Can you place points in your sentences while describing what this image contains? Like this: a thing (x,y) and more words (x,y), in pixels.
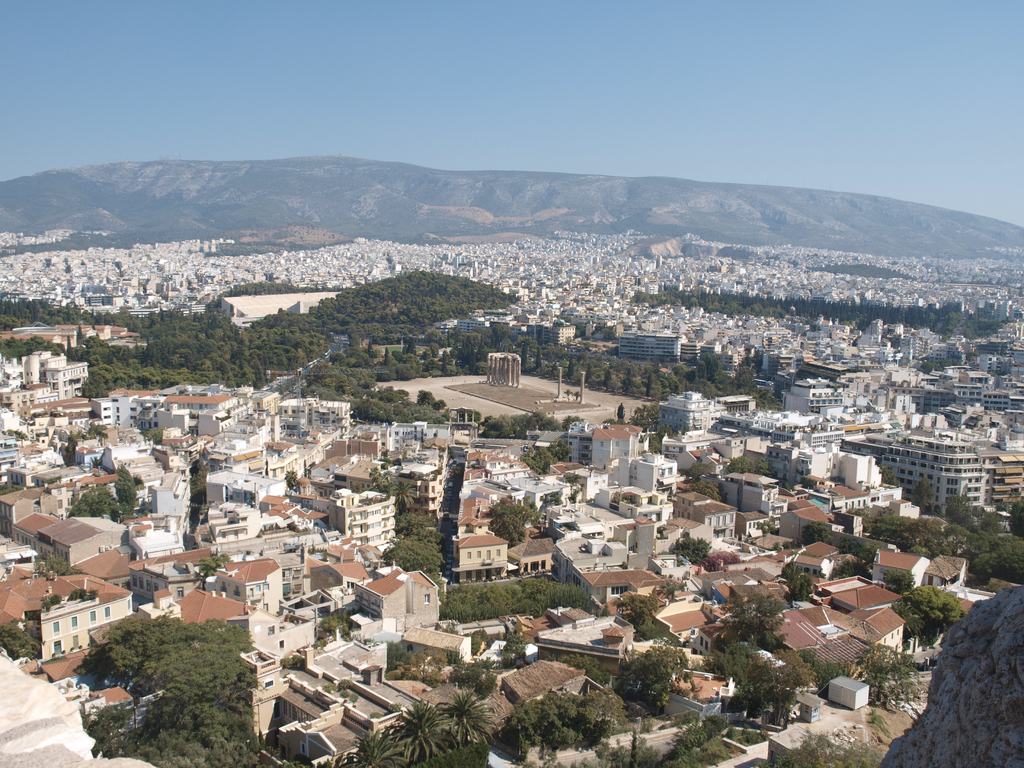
In the image we can see there is a top view of an area (500,502), there are lot of buildings (636,572) and trees (366,383).
